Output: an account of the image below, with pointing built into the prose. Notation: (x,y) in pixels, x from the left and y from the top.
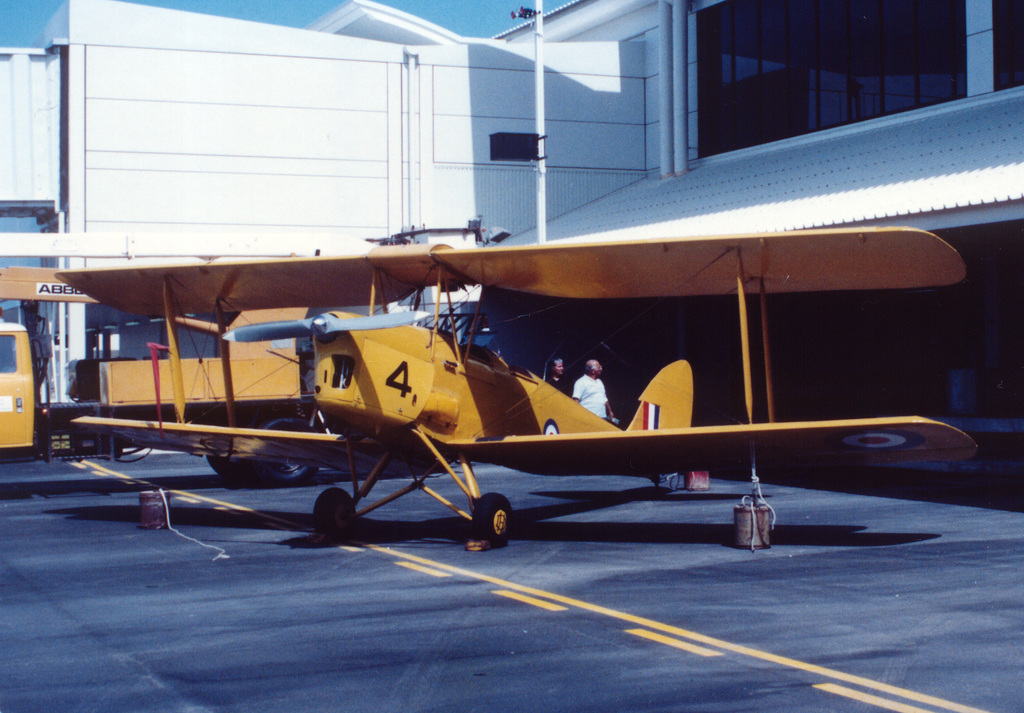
In the image in the center (524,380) we can see one airplane (427,421), which is in yellow color. In the background (174,14) we can see the sky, buildings (735,129), pillars (680,98), roof (747,192), wall (693,85), pole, vehicle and two people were standing.
